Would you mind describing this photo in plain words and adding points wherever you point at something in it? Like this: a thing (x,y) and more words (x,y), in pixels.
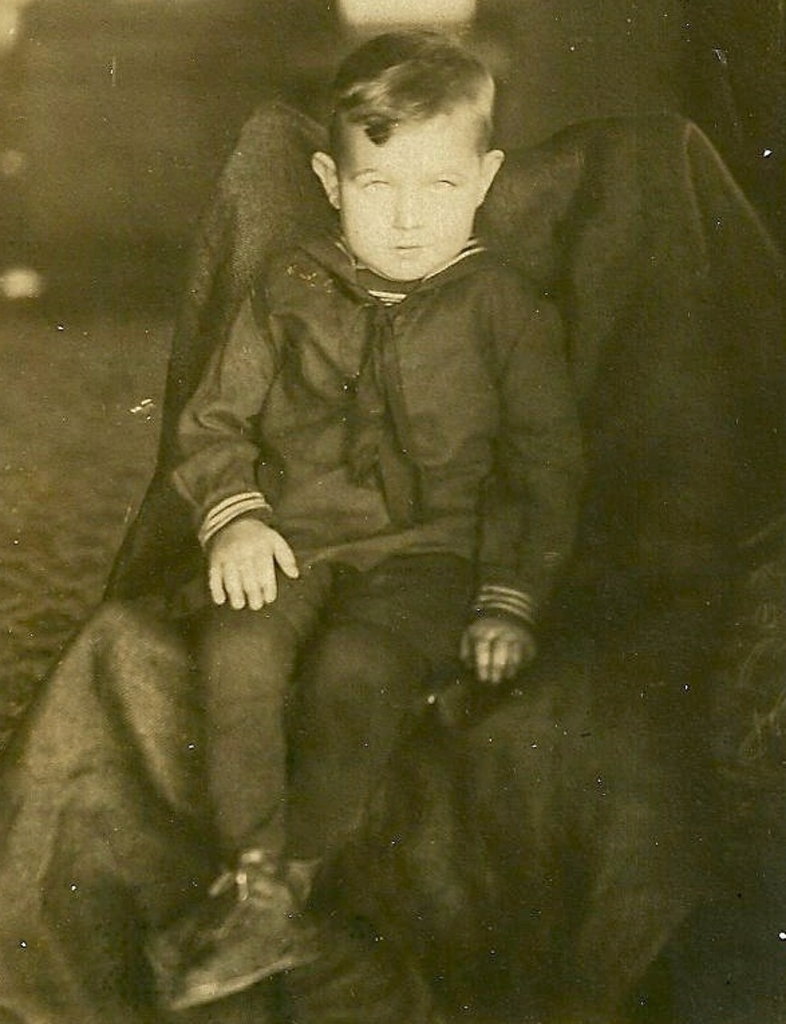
This picture is in black and white. In the center (486,504), there is a boy (408,298) sitting on the chair (514,844) which is covered with the cloth (642,511).
